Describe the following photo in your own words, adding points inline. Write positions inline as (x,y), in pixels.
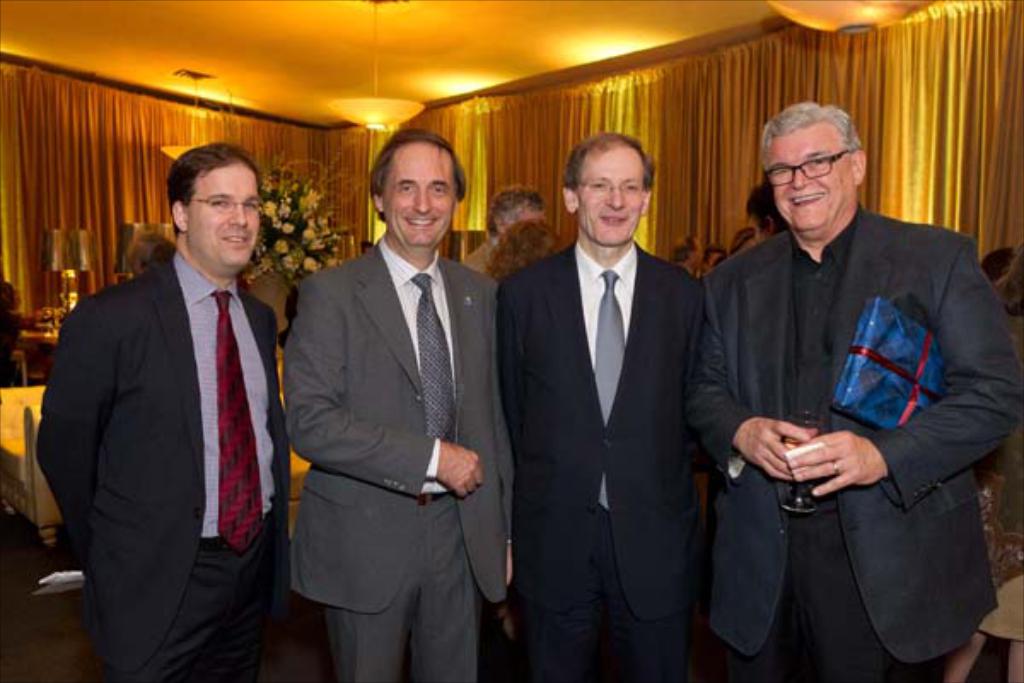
In this image there are four persons (583,498) standing at bottom of this image (385,481) and there is a decorative curtains (97,223) with flowers (297,229) at left side of this image (151,209) and there is a curtain (653,202) at right side of this image (701,101) and there is a lamp (423,110) at top of this image (385,100). There is a gift cover (858,386) at right side of this image (900,403) which is in blue color, There are some tables (38,355) at left side of this image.
